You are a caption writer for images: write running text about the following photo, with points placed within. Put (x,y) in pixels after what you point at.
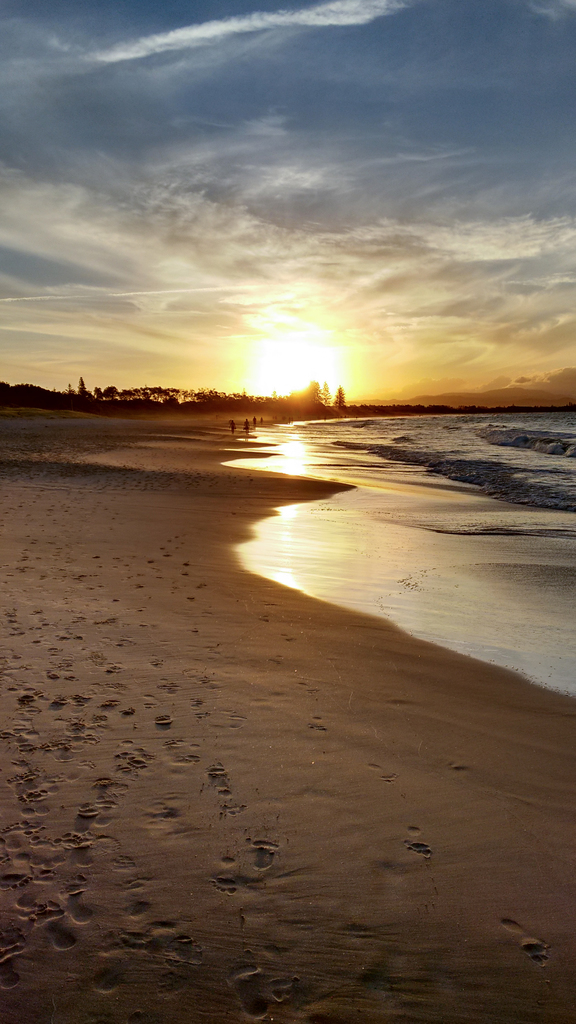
In this image there is the sky (436,197) truncated towards the top of the image (208,135), there are clouds (275,191) in the sky (340,145), there is sun (312,348) in the sky (310,310), there is water (444,483) truncated towards the right of the image (483,475), there are trees (24,402) truncated towards the left of the image (14,390), there is sand (51,596) truncated towards the left of the image (38,611), there is sand (88,898) truncated towards the bottom of the image (236,976), there is sand (459,966) truncated towards the right of the image (503,774).
